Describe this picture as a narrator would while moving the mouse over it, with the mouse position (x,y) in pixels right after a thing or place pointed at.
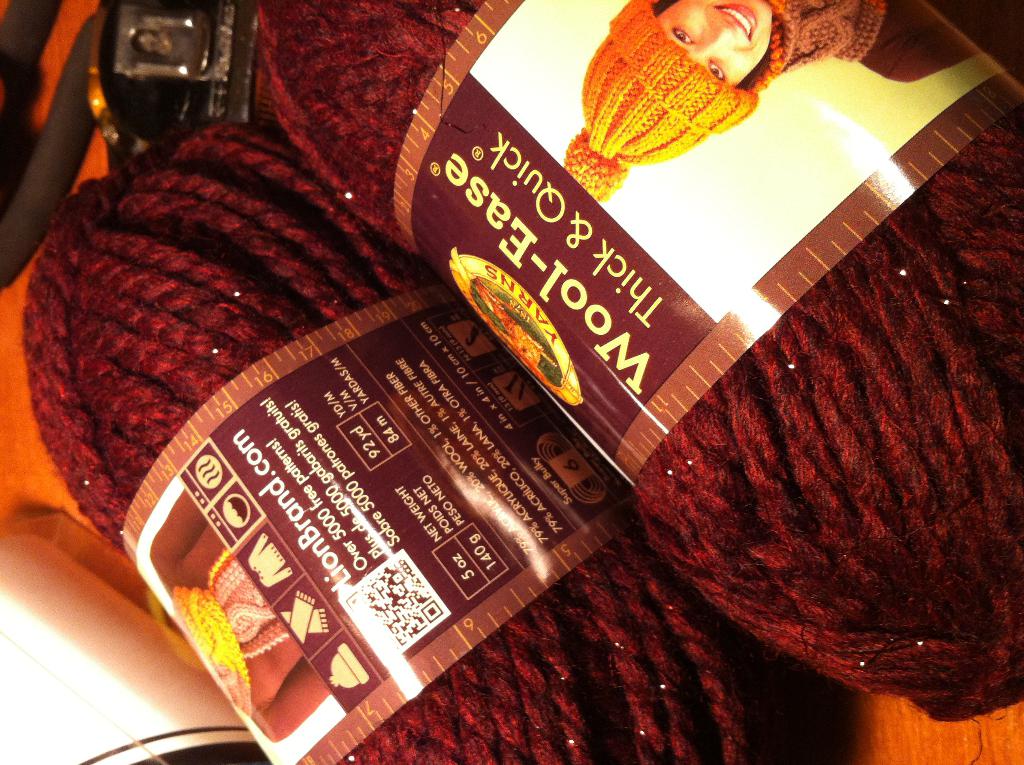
These is wool (690,568), a woman (841,43) is wearing cap (657,110) and clothes (898,81), this is sticker (533,437).
